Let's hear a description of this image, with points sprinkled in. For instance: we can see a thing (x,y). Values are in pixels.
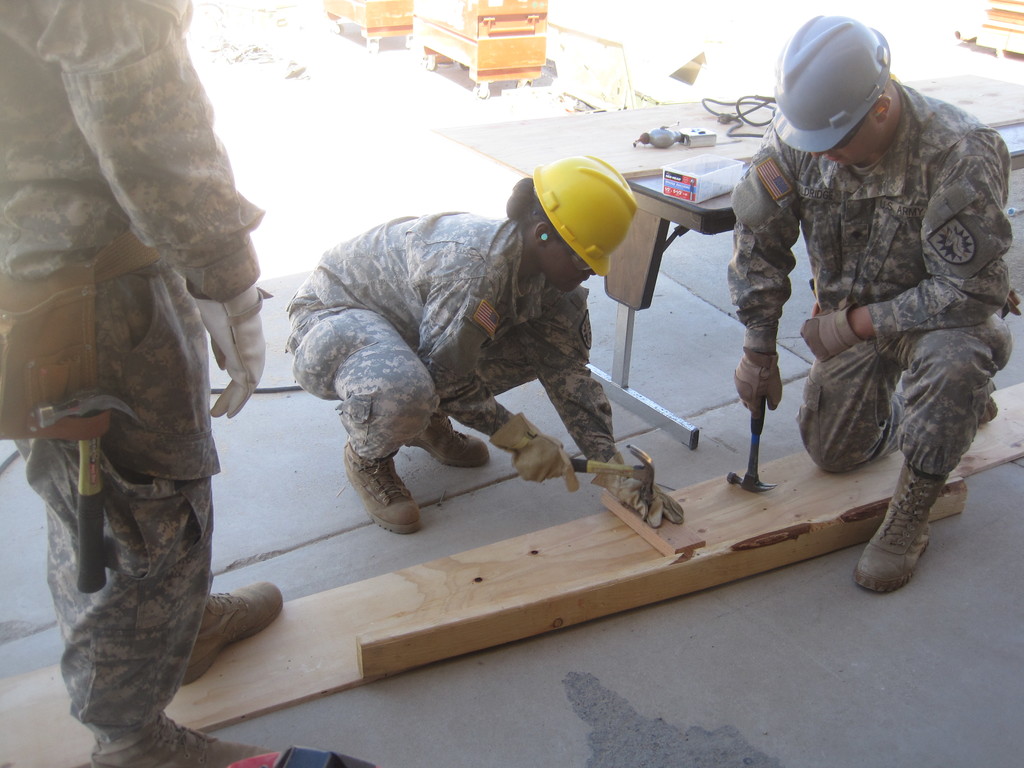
In the image we can see three people (775,380) wearing clothes (891,405), shoes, gloves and two of them are wearing helmet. Here we can see a hammer (617,471), wooden sheet (578,550), cable wire (737,121) and other device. There are even carts (522,25) and here we can see a table (980,96).
